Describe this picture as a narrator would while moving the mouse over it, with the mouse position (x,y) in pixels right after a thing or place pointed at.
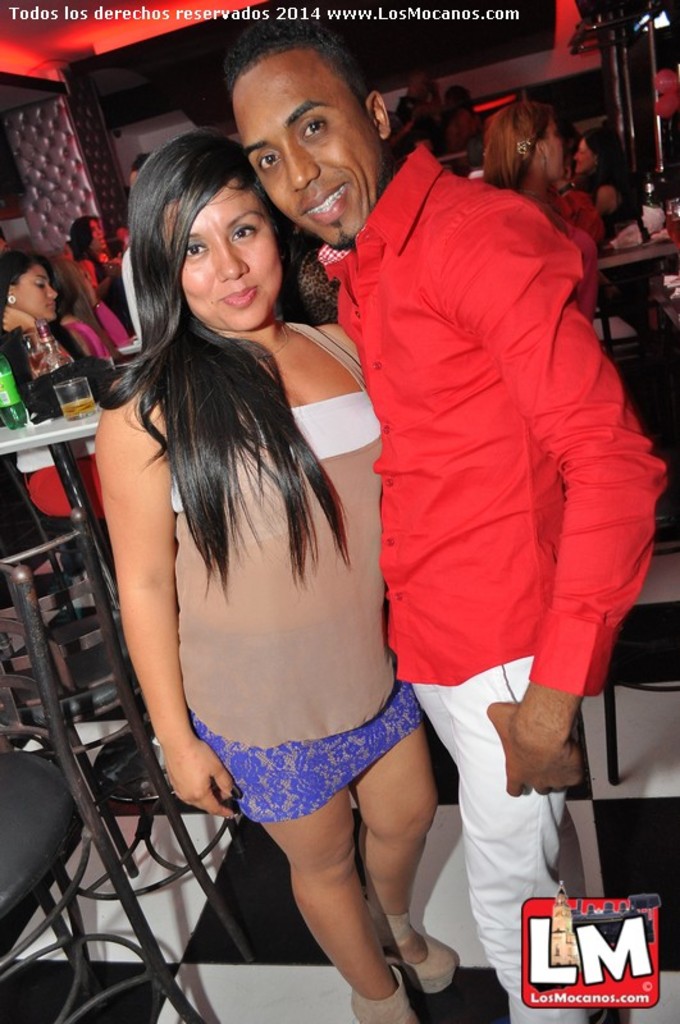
In this image, there is a man (378,316) and a lady (329,462) standing and smiling. In the background (540,194), we can see some people (73,260) sitting on the chairs (47,492) and there are bottles (62,360) on the tables (64,469). At the bottom (246,969), there is floor (233,971).
